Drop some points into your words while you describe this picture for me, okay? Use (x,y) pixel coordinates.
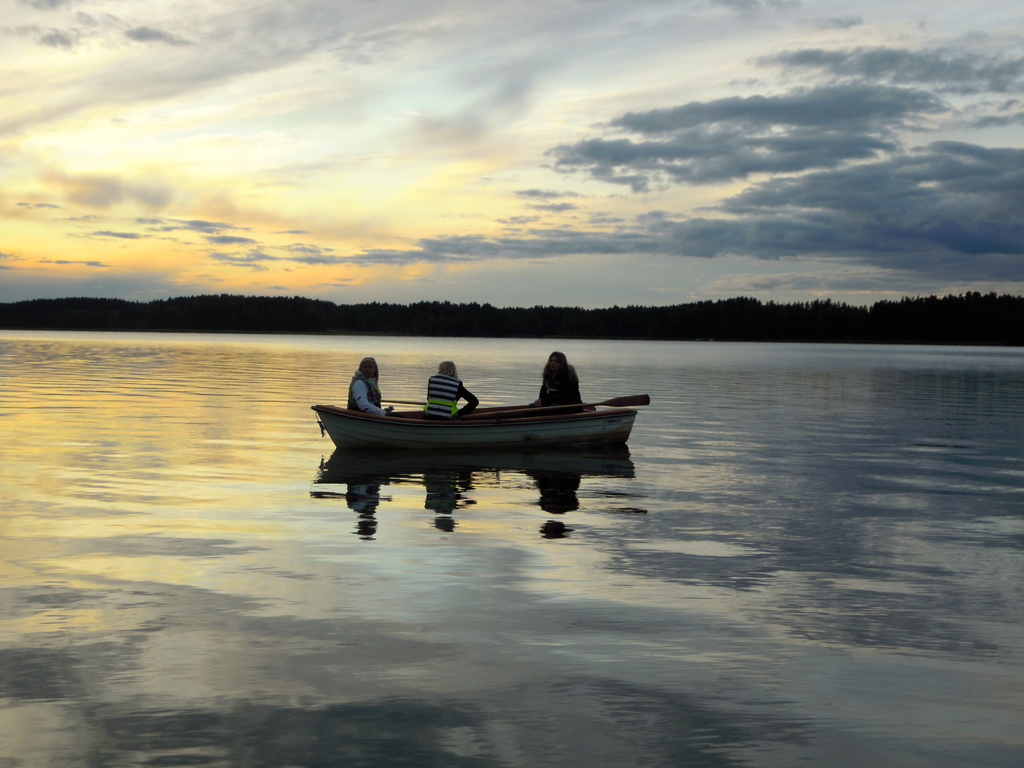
In this image there is a boat (370,432) on the water (285,602). There are three people (435,398) on the boat (416,416). In the background (264,302) there are trees (218,302). At the top (460,161) there is the sky (391,156).
